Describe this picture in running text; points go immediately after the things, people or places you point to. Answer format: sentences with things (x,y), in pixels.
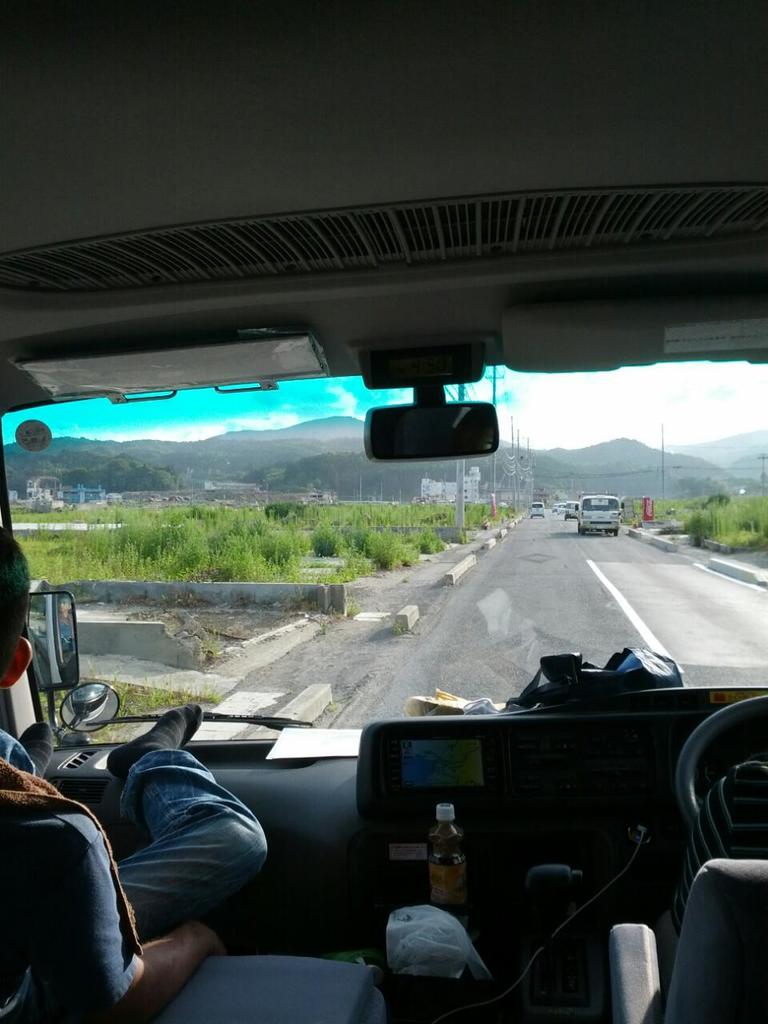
In this picture there is a vehicle (735,101) in the foreground (309,328) and there is a person (206,849) sitting and there is a bottle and bag (452,959) and there are papers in the vehicle (503,970). Behind the mirror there are vehicles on the road (618,554) and there are buildings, trees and poles (519,466) and mountains (262,432). At the top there is sky (294,389) and there are clouds (553,444). At the bottom (447,685) there is a road (568,595) and there are plants (146,566).
